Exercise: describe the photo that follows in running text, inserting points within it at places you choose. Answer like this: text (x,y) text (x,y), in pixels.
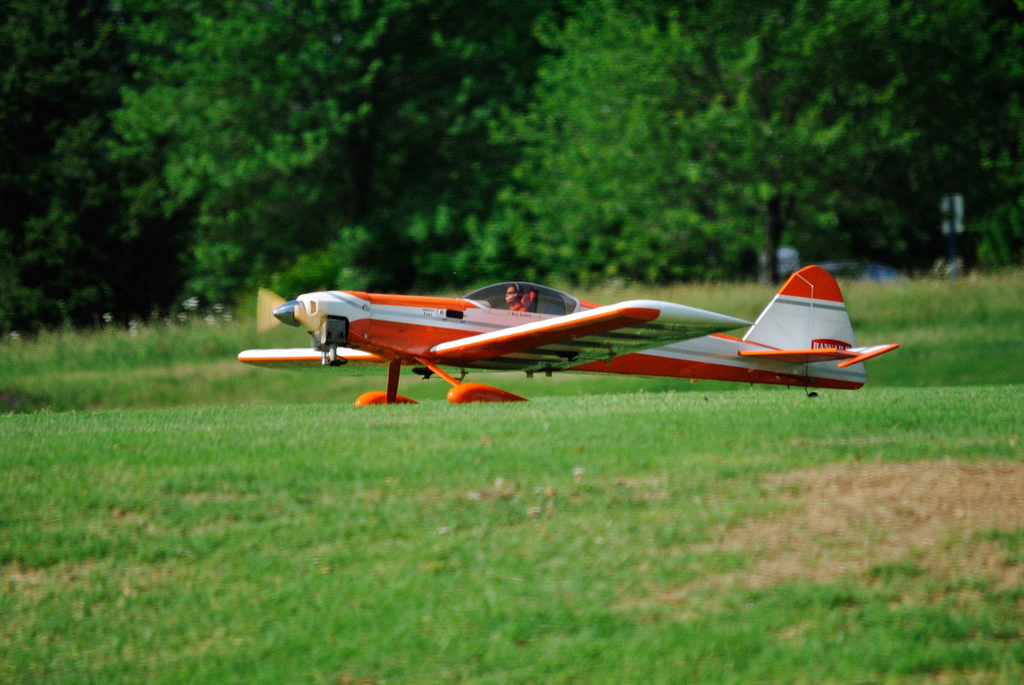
In the center of the image (407,297) we can see an aeroplane (554,338) and there is a person (517,300) sitting in the aeroplane (508,330). At the bottom (408,508) there is grass (562,520). In the background (613,262) there are trees (325,114).
